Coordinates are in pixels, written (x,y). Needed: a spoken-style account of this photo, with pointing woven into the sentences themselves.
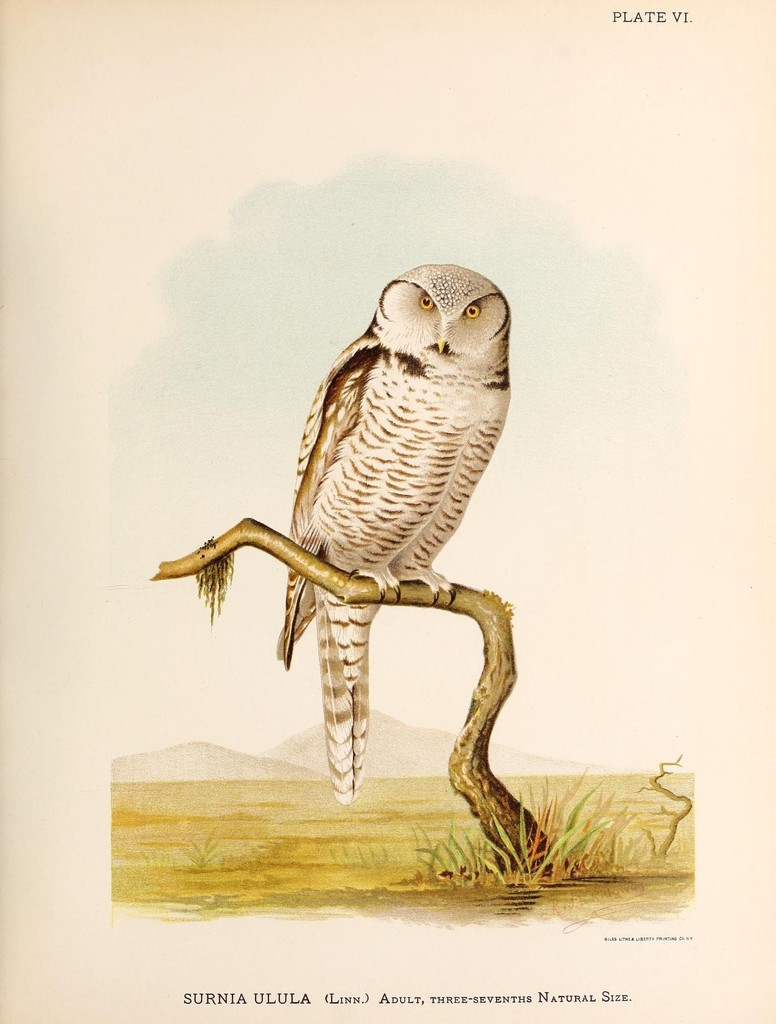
In the picture we can see the painting (446,774) of the owl (474,306) sitting on the branch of the tree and near it we can see some grass (254,797).
